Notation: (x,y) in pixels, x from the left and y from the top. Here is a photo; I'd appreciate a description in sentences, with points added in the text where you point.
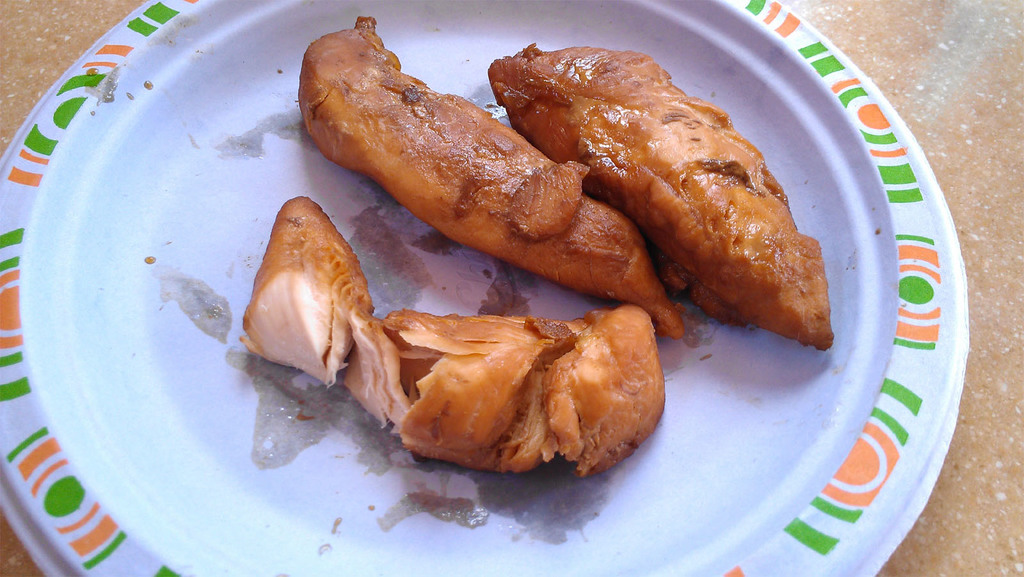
In this picture we can see a plate (749,517), there is some meat (592,232) present in the plate (82,448).
